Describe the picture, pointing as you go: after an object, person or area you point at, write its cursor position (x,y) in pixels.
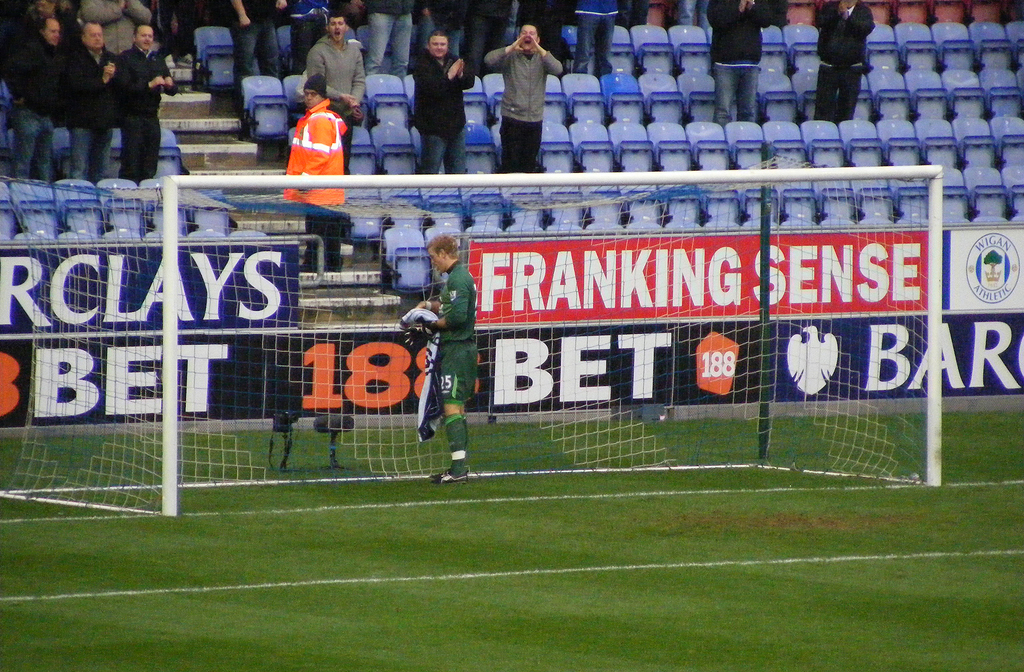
In this image I can see grass (408,521), people (54,10), chairs (946,179), steps (344,258), hoardings (651,255), mesh (613,357), rods (935,173) and objects (349,420).
